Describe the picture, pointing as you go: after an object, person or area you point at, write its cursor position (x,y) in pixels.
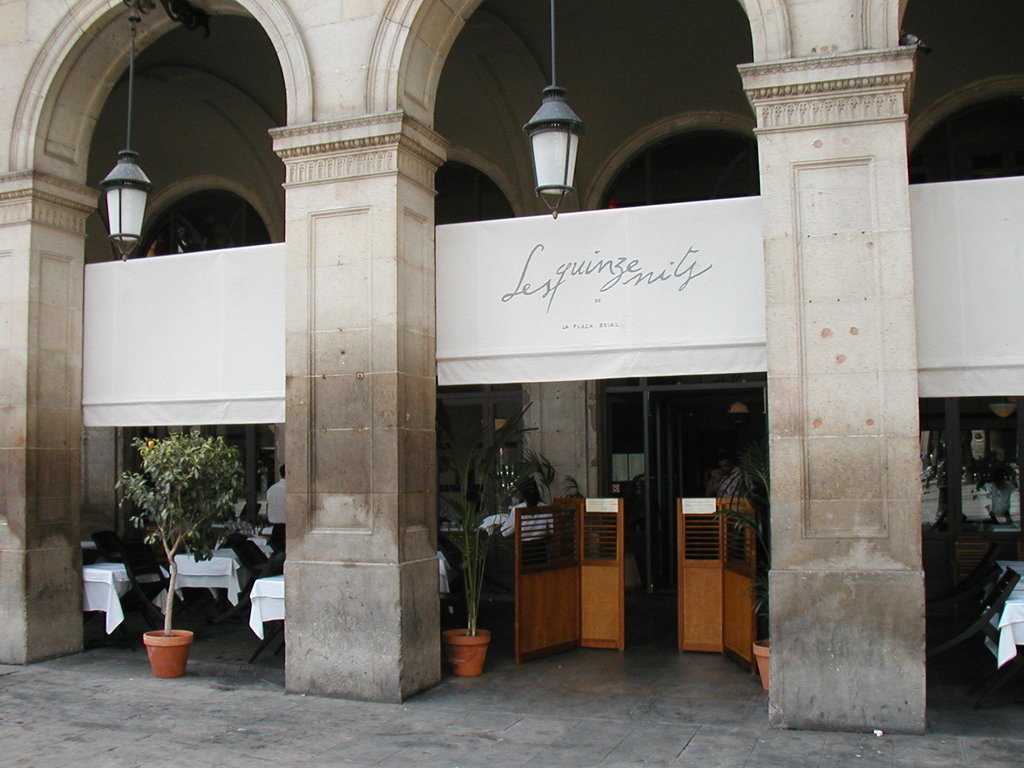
In this picture there is an arch design restaurant (527,217) with black color hanging lights (557,168). In the front (458,318) there is white banner (706,282) with restaurant naming board (595,317). On the bottom side (722,619) there is a wooden doors (737,605) with plants (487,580) and tables (267,589).
